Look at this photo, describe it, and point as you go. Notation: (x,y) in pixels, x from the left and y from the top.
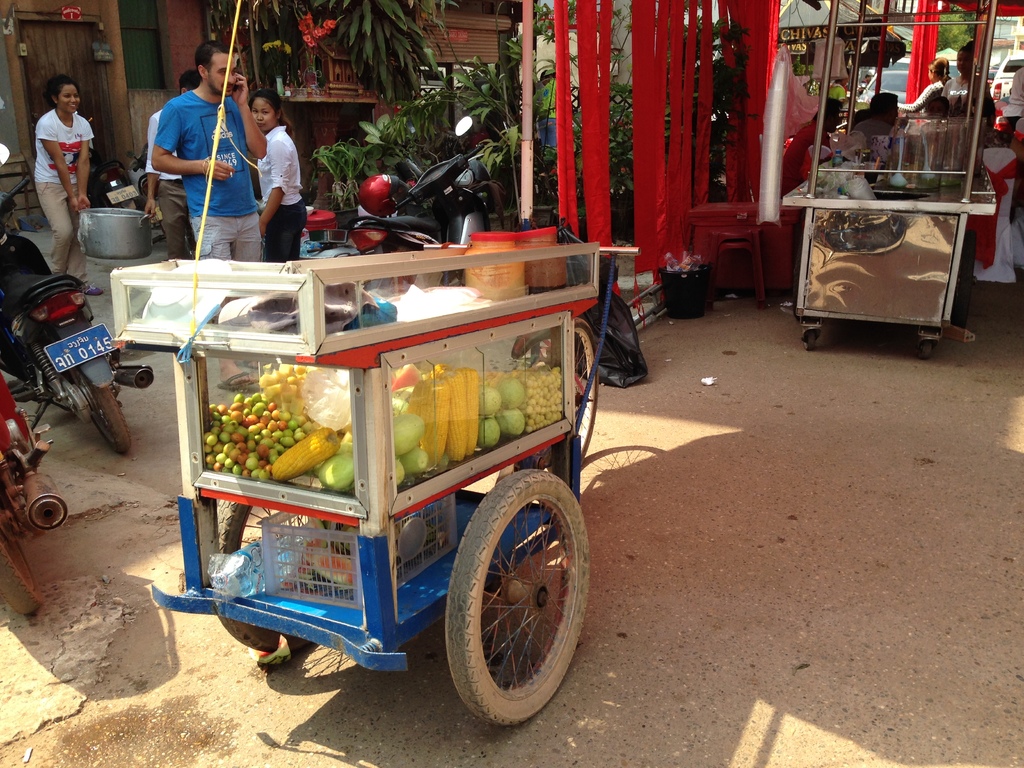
In the picture I can see a vehicle (388,427) which has few eatables (421,417) placed in it and there are two bikes (4,410) in the left corner (34,424) and there are few people (211,144), vehicles (139,176) and some other objects (528,89) in the background (515,79).
